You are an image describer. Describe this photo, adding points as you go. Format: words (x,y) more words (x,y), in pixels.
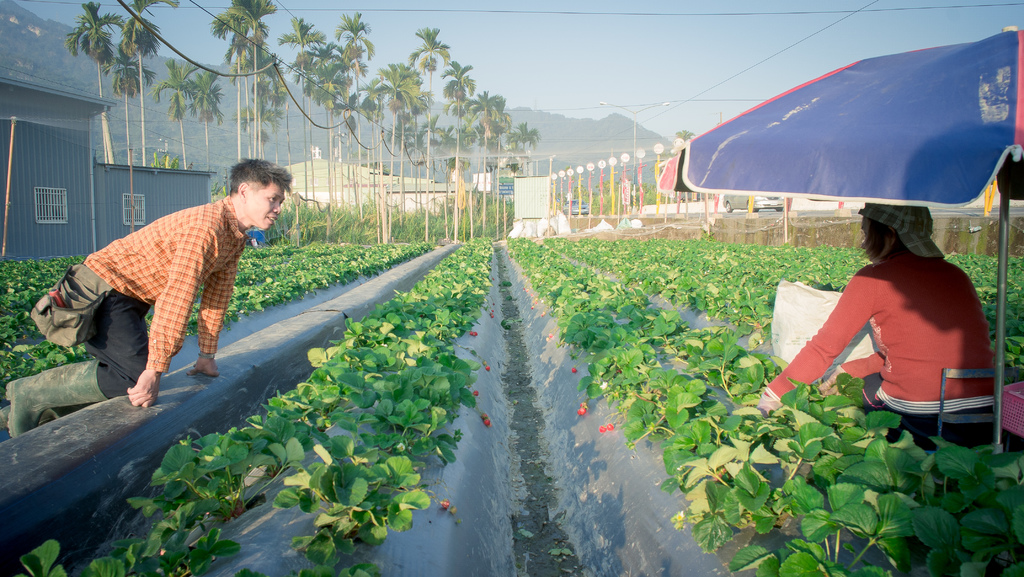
In this image there is one person (200,317) on the left side of this image (207,315) and there is one person (851,320) on the right side of this image (916,349). There are some plants (624,279) in the bottom of this image (852,420) and there is an umbrella (875,163) on the top right side of this image (940,126). There is a house (125,195) on the left side of this image (141,187) and there are some trees (182,149) in the background (159,159). As we can see there are some mountains (163,110) behind to these trees (392,134). There is a sky (594,66) on the top of this image (604,61).
